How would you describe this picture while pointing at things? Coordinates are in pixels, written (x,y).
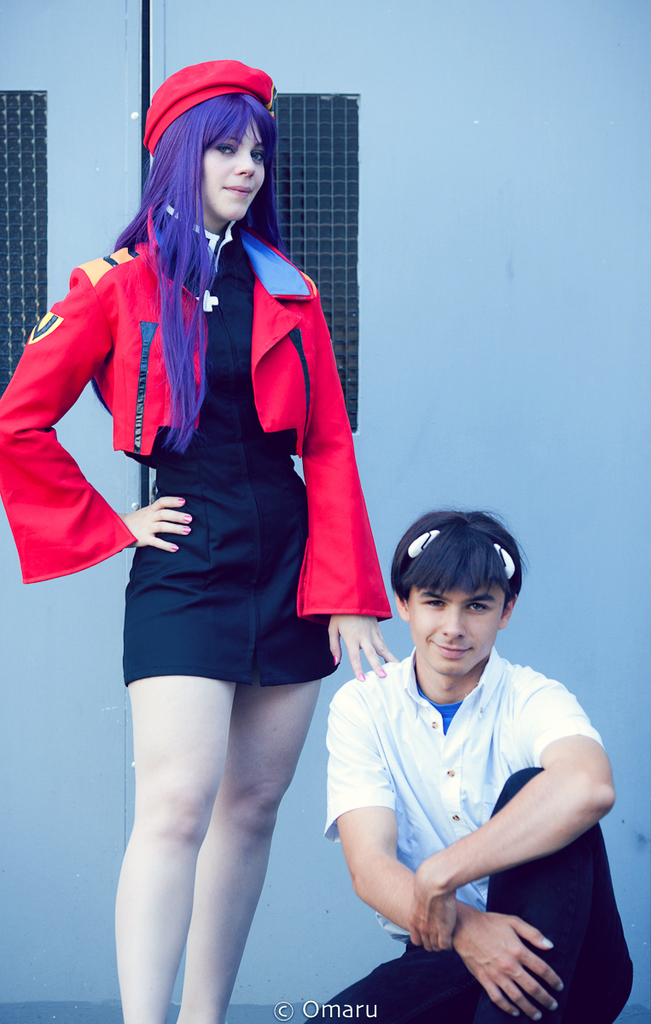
In this image I can see two persons (428,812) on the floor (247,1015) and text (358,1003). In the background (554,442) I can see windows (328,294) and wall (103,119). This image is taken may be during a day.
